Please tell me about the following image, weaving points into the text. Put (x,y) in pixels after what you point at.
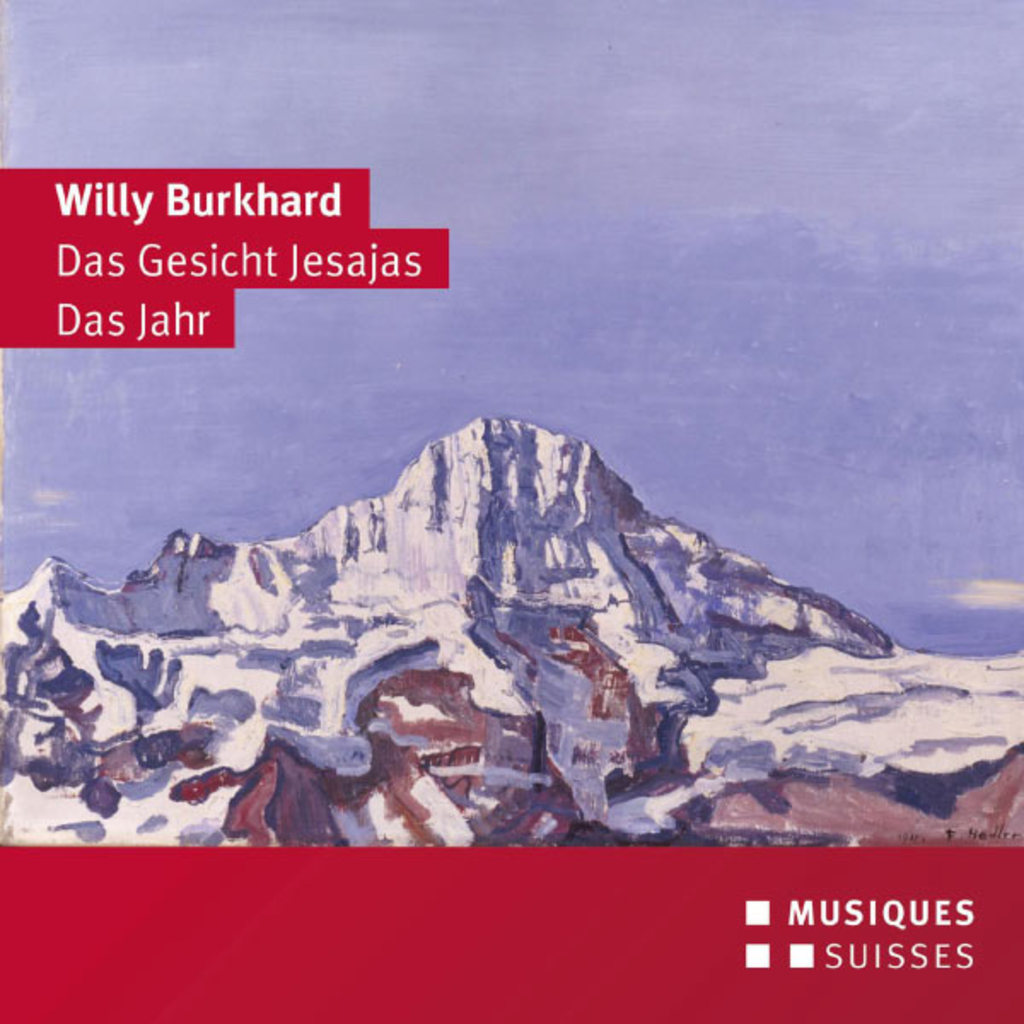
In this image there is some text (205,216) written and in the background (429,608) there is the drawing (466,578) of mountains (413,600).
